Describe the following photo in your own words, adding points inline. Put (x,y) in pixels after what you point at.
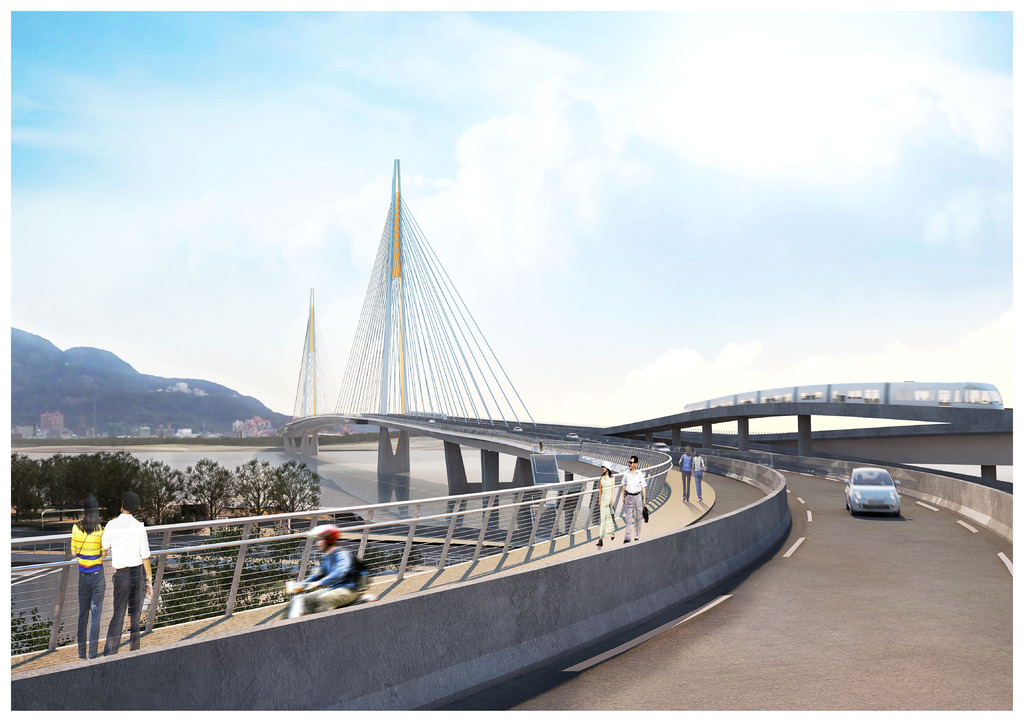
The picture is looking like a depiction. In the foreground of the picture (422,583) there is a bridge (422,583), on the bridge (418,572) there are people (637,525), motorbike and a car (856,497). On the left (24,483) there are trees (210,508), water body (428,457), buildings (93,433) and hills (162,388). In the center of the picture (391,419) there is a bridge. Towards right (1001,446) there is bridge (827,415) and train (793,398). At the top (150,169) it is sky (769,386).
